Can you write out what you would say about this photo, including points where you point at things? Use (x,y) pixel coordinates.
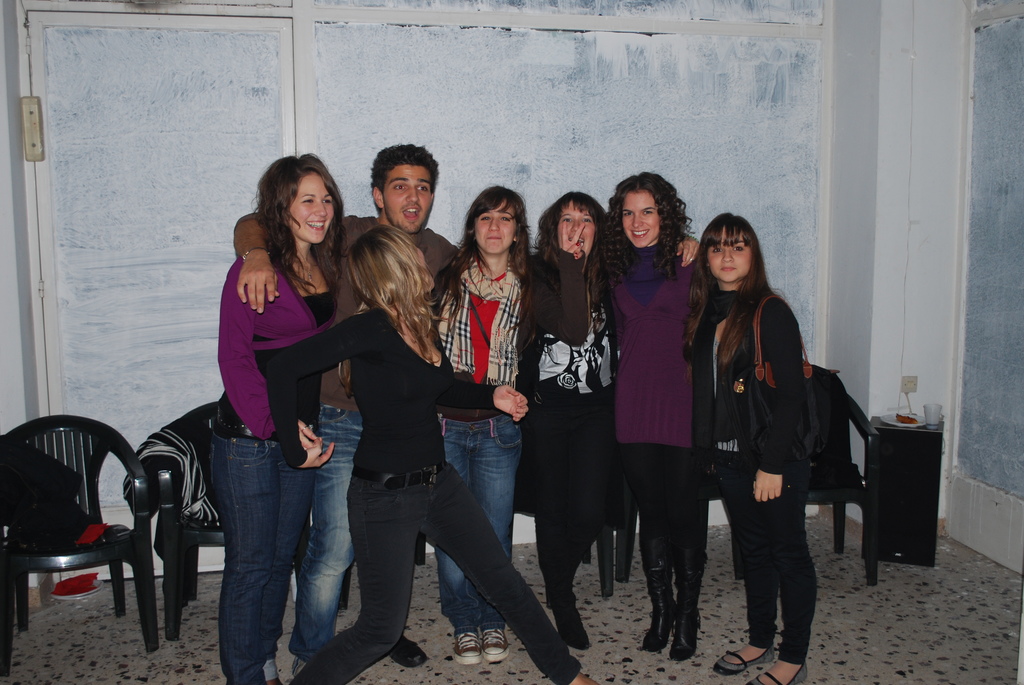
In this image there are group of persons (733,232) standing on the floor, back side of them there are the chairs (172,499) and on the chairs (135,464) there are the clothes (188,469) and back side of them there is a wall (110,298) and most of the people (273,262) are smiling, and on the right side (744,283) a woman (748,295) wearing a black color shirt (732,431) and she wearing a hand bag (760,425) on her shoulder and back side of her there is a chair (837,379), beside that there is a table (901,434), on the table (898,447) there is a glass (934,422) and plate (910,424).
